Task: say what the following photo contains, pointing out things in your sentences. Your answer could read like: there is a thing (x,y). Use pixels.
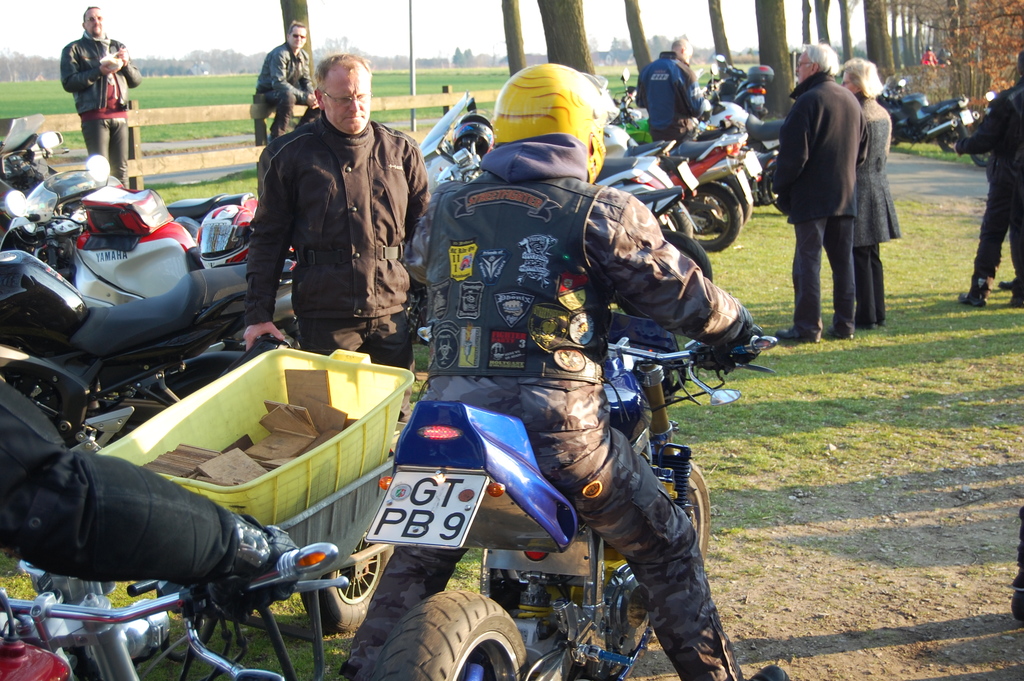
Here is a man (513,327) wearing helmet (564,111) and sitting on the motor bike (559,563). There are few motorbikes (448,141) parked. Here are few people (851,155) standing. These are the trees (568,27) at the background (931,31).
